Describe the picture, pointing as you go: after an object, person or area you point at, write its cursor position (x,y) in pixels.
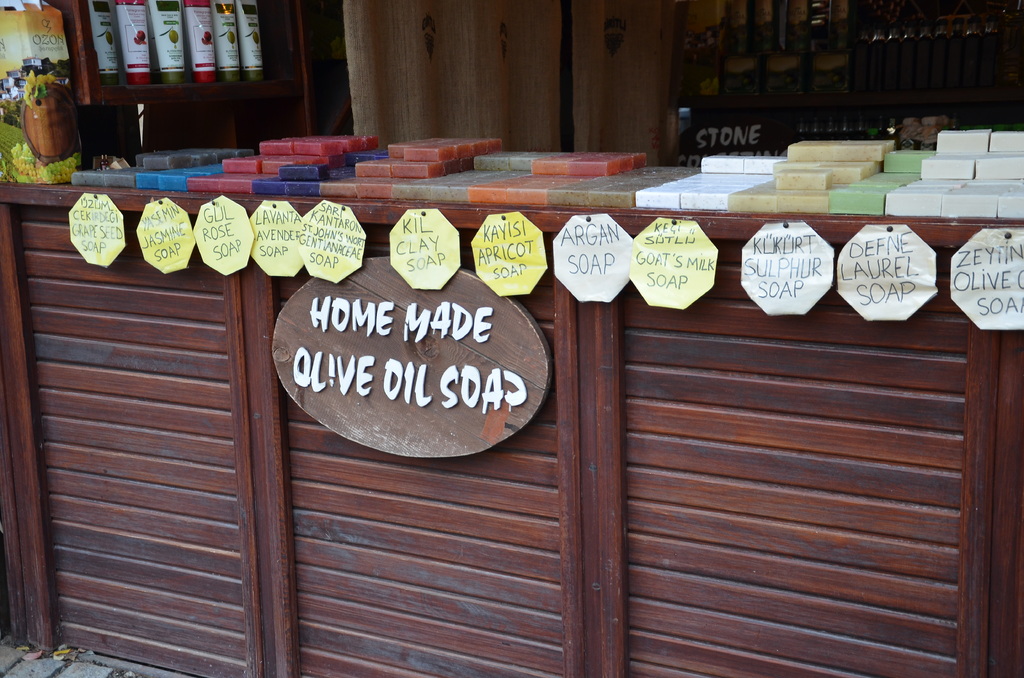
In this image, we can see a wooden desk (765,531). On this desk (673,546), we can see stickers (652,252), board (445,359) and few objects (70,100). Top of the image (983,95), we can see racks (180,95). Few objects (781,66) are placed on it. Here we can see curtains (533,119) and some text (718,132).
